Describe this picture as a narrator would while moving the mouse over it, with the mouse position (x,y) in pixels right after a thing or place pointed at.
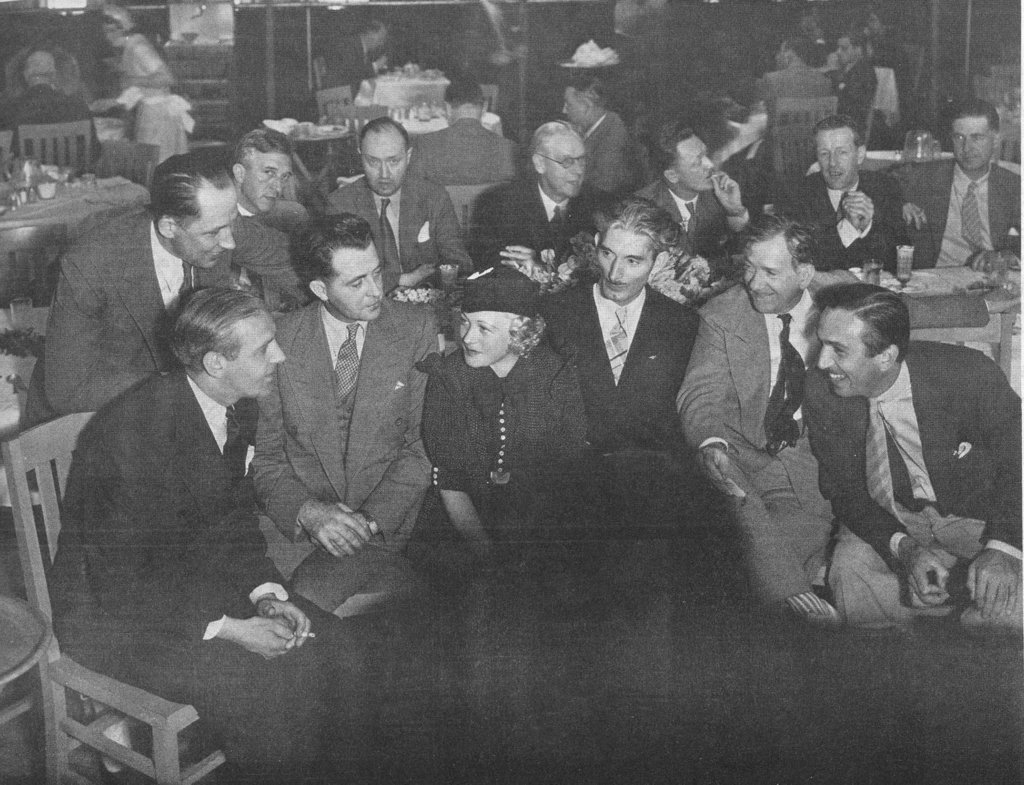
In this picture I can see there are few people (790,383) sitting here and there is a woman (500,381) sitting in between them, the men (70,516) are wearing blazers (263,555), tie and in the backdrop (970,286) there is a table (982,281), with wine glasses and there are also many other tables (36,204) in the backdrop (48,213) and there is a woman (170,108) to left side (182,153).
